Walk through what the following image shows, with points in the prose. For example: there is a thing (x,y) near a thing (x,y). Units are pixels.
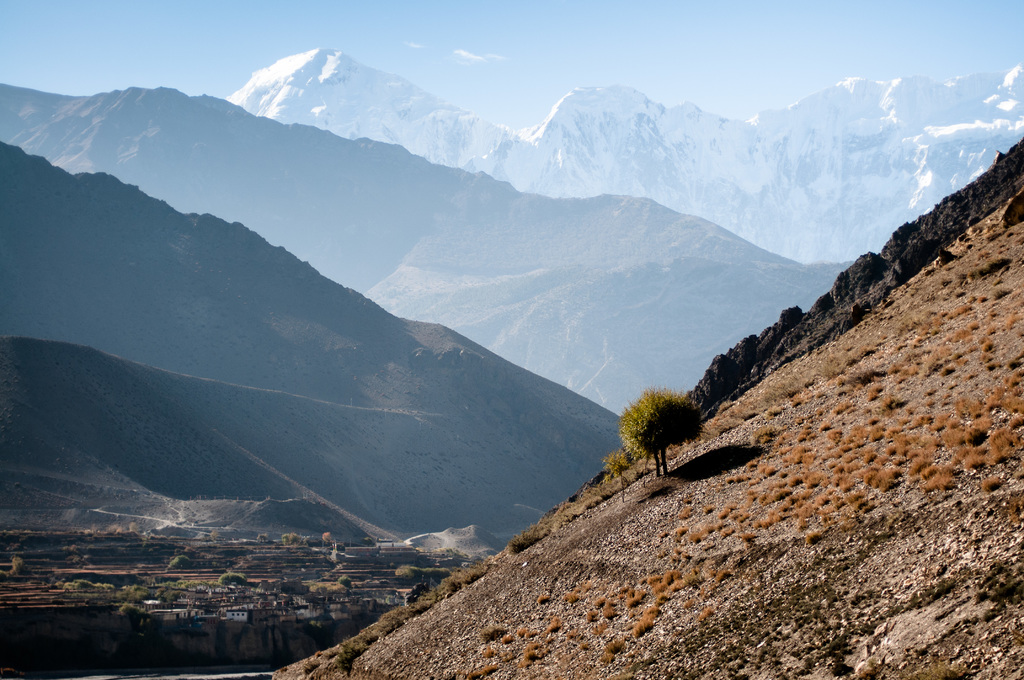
In this image there is the sky (477,46) truncated towards the top of the image (183,20), there are mountains (267,80), there are mountains (843,124) truncated towards the right of the image (784,266), there are mountains (112,274) truncated towards the left of the image (160,333), there are trees (653,429), there are plants (889,387), there is a mountain (721,547) truncated towards the bottom of the image (665,646).
